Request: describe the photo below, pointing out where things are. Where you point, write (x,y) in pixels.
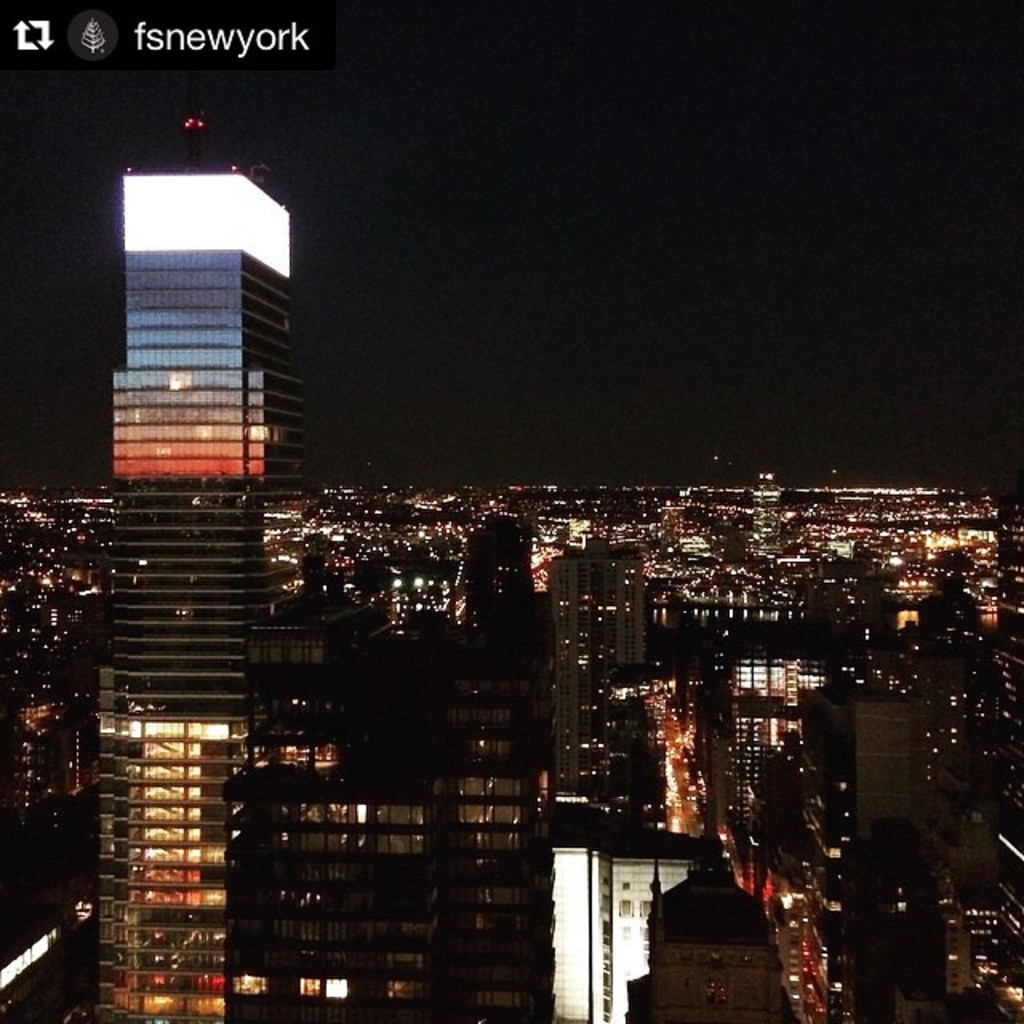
This image is taken during the night time. In this image we can see many buildings (516,517) with lighting (792,896). We can also see the vehicles (672,791) passing on the road (787,920). In the top left corner (200,24) we can see the watermark (106,32) and also the text (207,34).
